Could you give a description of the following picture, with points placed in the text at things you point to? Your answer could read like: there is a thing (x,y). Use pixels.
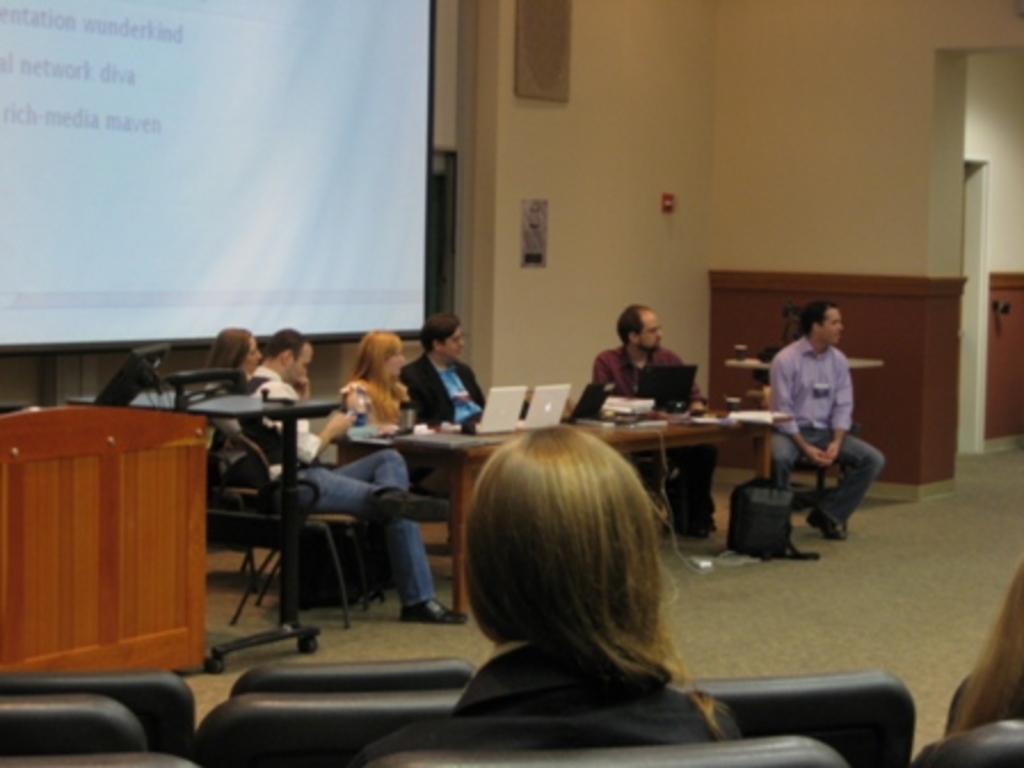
The picture is taken inside of the hall (712,638) in which there are people (386,356) sitting on the chairs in front of the table (424,454) and on the table (490,443) there are laptops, papers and water bottles (400,422) and behind them there is a big screen (88,332) and at the left side (174,516) there is one bench (76,516) and a table (298,410) and in front of them there are two people (733,729) sitting on the chairs (892,705) and at the right corner (998,196) there is another room (988,416) and behind them there is wall (510,292) and some pictures (524,259) on it.
